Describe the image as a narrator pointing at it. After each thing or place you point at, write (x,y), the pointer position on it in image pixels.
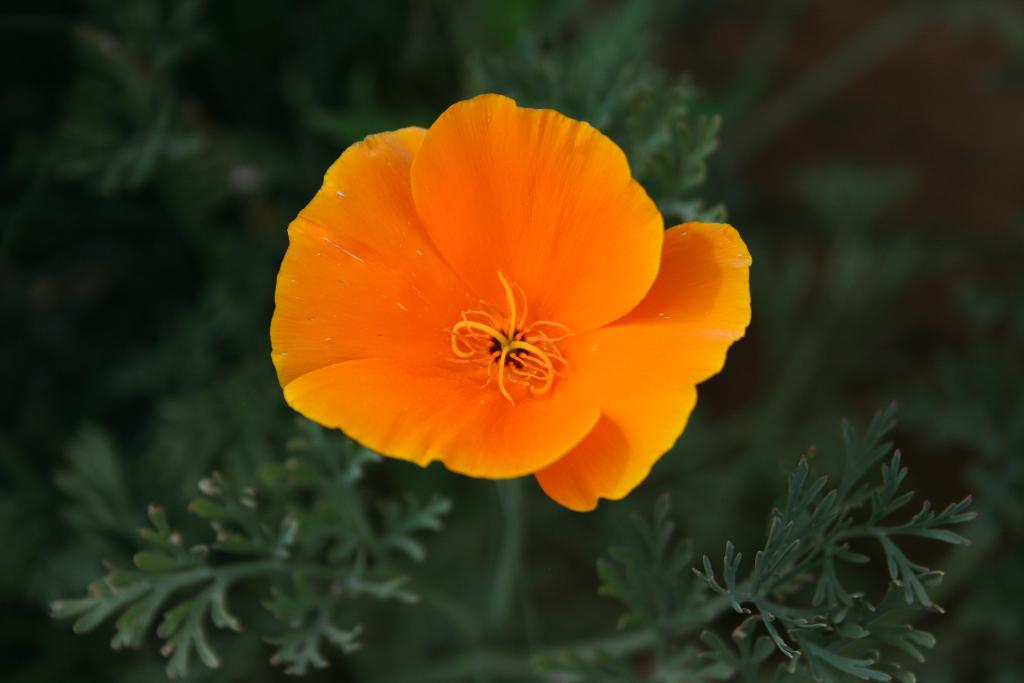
It is a beautiful flower (531,317) in orange color, these are the leaves (156,592) of a plant (508,468).
